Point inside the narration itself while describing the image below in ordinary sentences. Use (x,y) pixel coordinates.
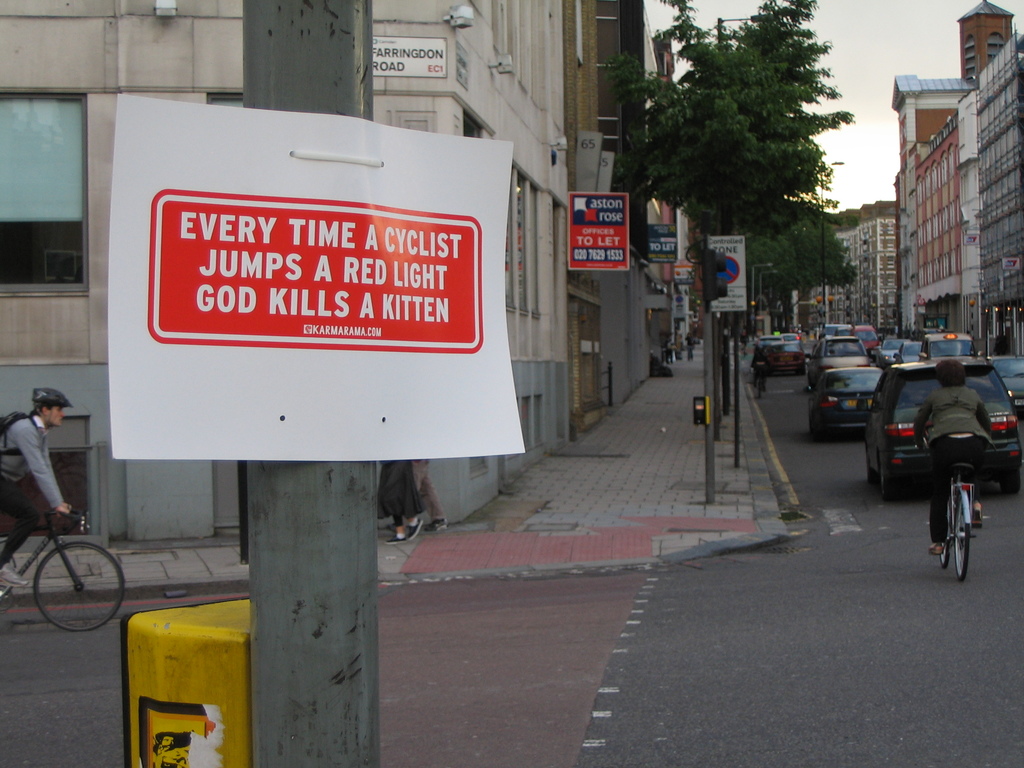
In this image we can see the vehicles (920,487) passing on the road (750,629). We can also see the people (42,448) cycling. We can see the poles (264,505), boards (624,237), trees (723,177), buildings (538,224) and also the sky (844,103).
